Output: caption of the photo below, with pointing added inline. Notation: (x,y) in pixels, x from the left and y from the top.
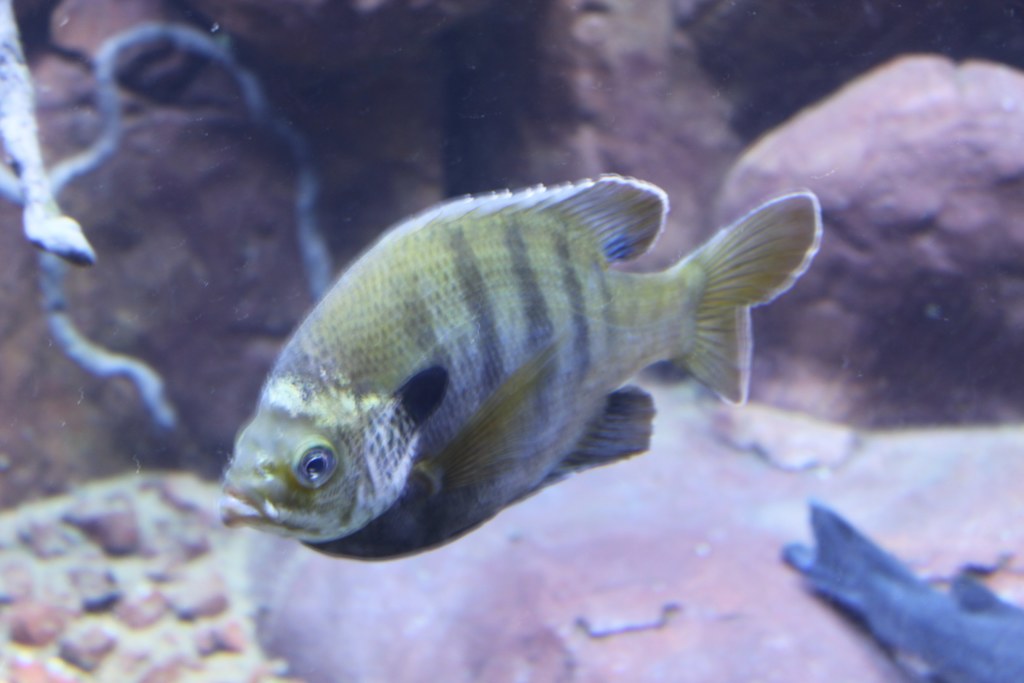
In this image I can see two fish (528,425) in the water (660,382). On the left side of the image (61,223) I can see a grey colour thing (51,192) and I can also see this image is little bit blurry.
